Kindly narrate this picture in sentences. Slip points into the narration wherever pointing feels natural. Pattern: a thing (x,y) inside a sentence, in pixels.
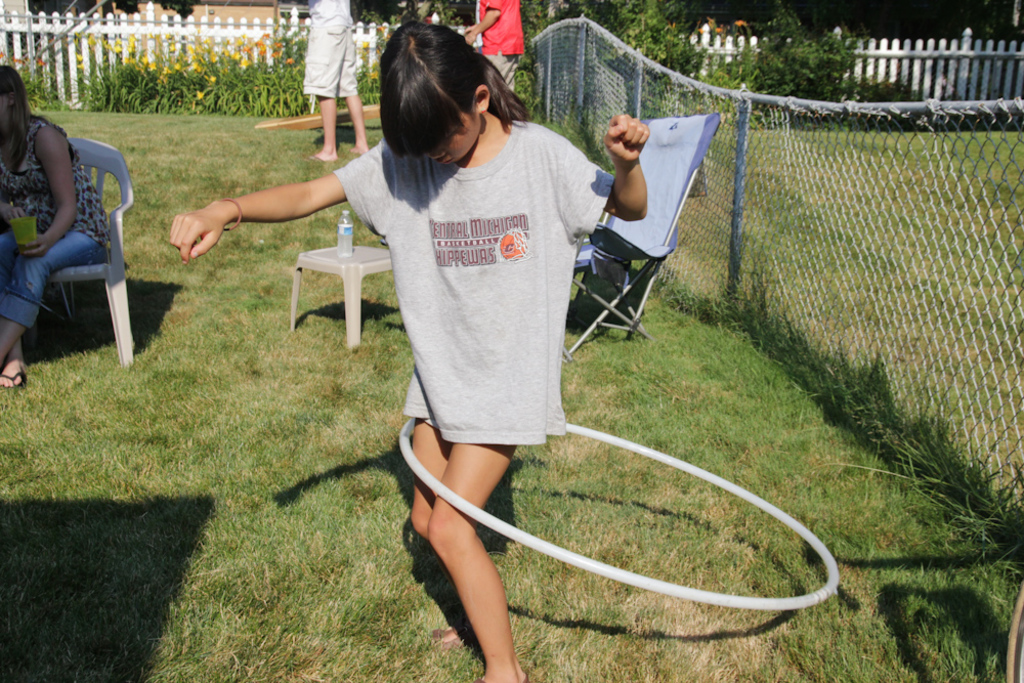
In the middle (437,396) a girl (445,452) is dancing with the help of tube (730,606), she wear a gray t shirt (484,321). On the left (42,270) there is a woman (43,236), she is sitting on the chair (112,268) and holding a cup (21,222). In the background (485,14) there are two man (509,11) standing. In the background (226,66) there is fence (153,26), plants (189,67), grass (214,124) and house (210,0). To the right (864,259) there is a fence (901,236) and empty chair (644,273). In the middle (370,258) there is a stool (351,309) on that stool (343,268) there is a bottle (346,243).
